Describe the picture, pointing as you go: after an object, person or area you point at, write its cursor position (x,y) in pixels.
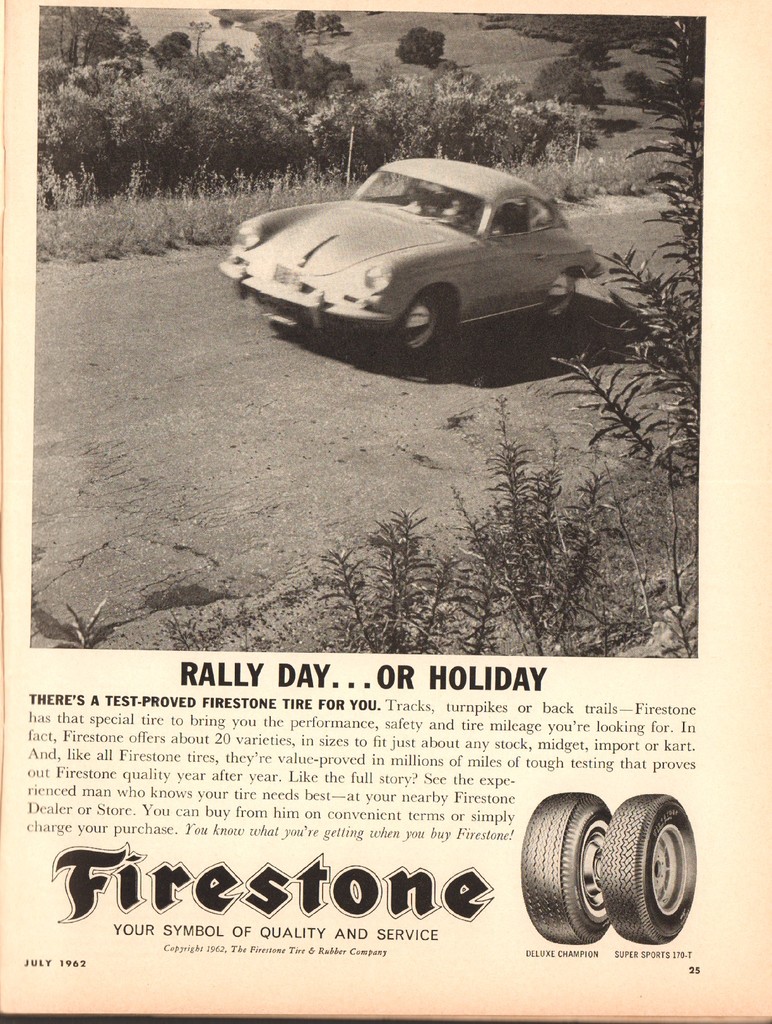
This looks like a poster (279,629). I can see the picture of a car (430,320) on the road (333,393). These are the trees (470,110) and plants (497,537). I can see the letters (483,764) on the image. There are two wheels (578,864).
